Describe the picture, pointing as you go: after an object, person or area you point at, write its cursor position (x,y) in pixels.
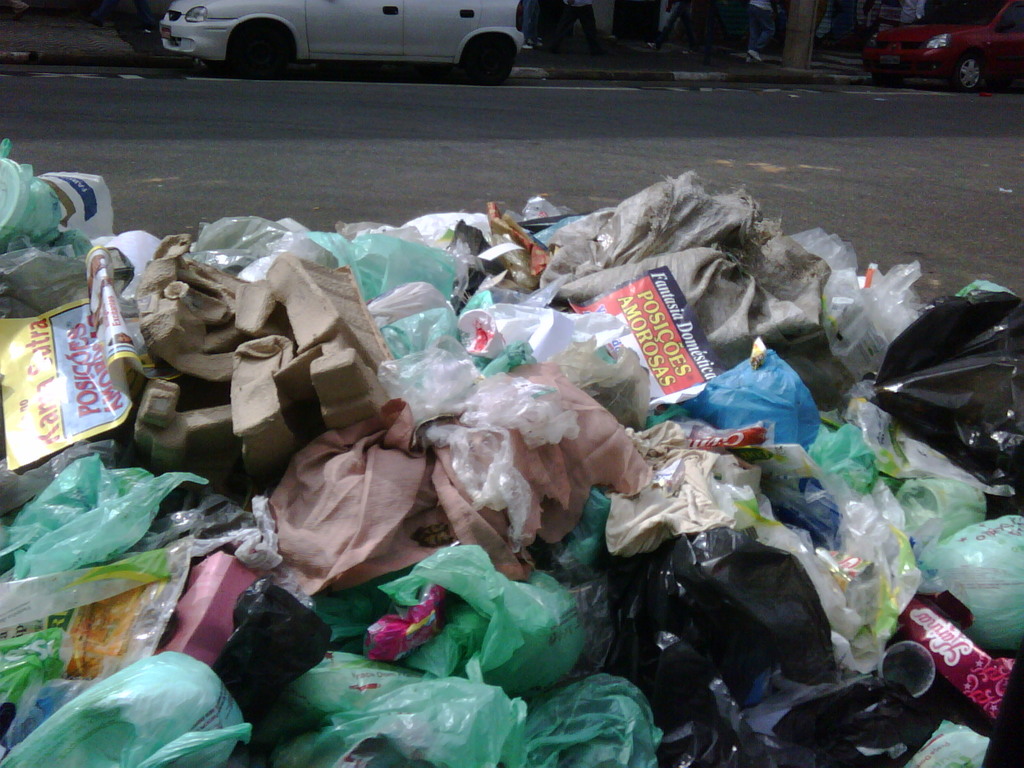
There are plastic covers (107,765), posters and other waste (283,530) near a road (528,187) on which, there are vehicles (975,56) parked. And the background (845,19) is dark in color.
